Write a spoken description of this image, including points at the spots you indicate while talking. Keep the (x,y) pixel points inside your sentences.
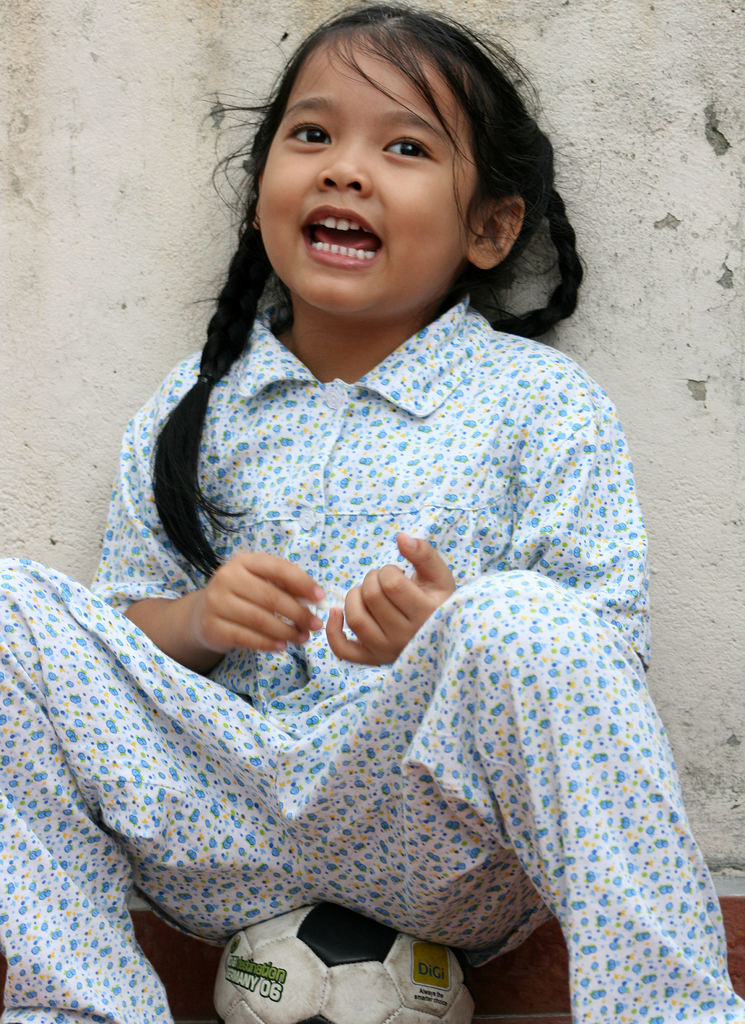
In this image I can see girl (453,686) sitting on a ball (283,1012). There is a wall (626,311) at the back (644,316).
